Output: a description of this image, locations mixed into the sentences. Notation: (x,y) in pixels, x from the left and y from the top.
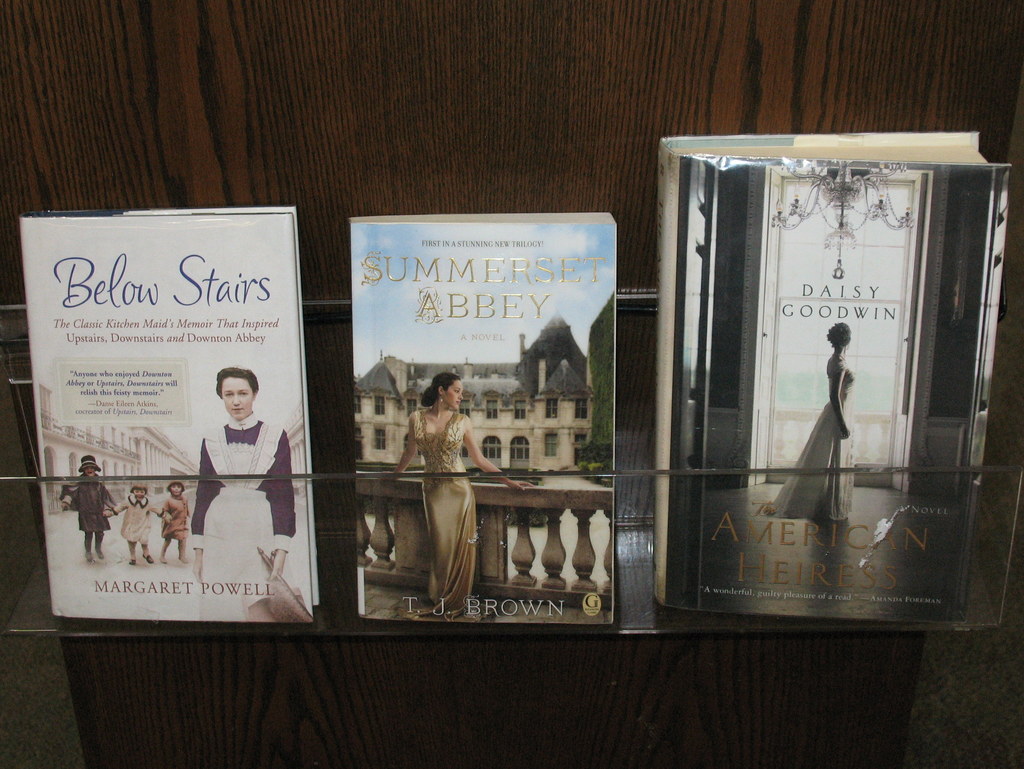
In this image we can see the books (561,353) with the names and are placed on the wooden rack (625,588). We can also see the floor (928,695).
